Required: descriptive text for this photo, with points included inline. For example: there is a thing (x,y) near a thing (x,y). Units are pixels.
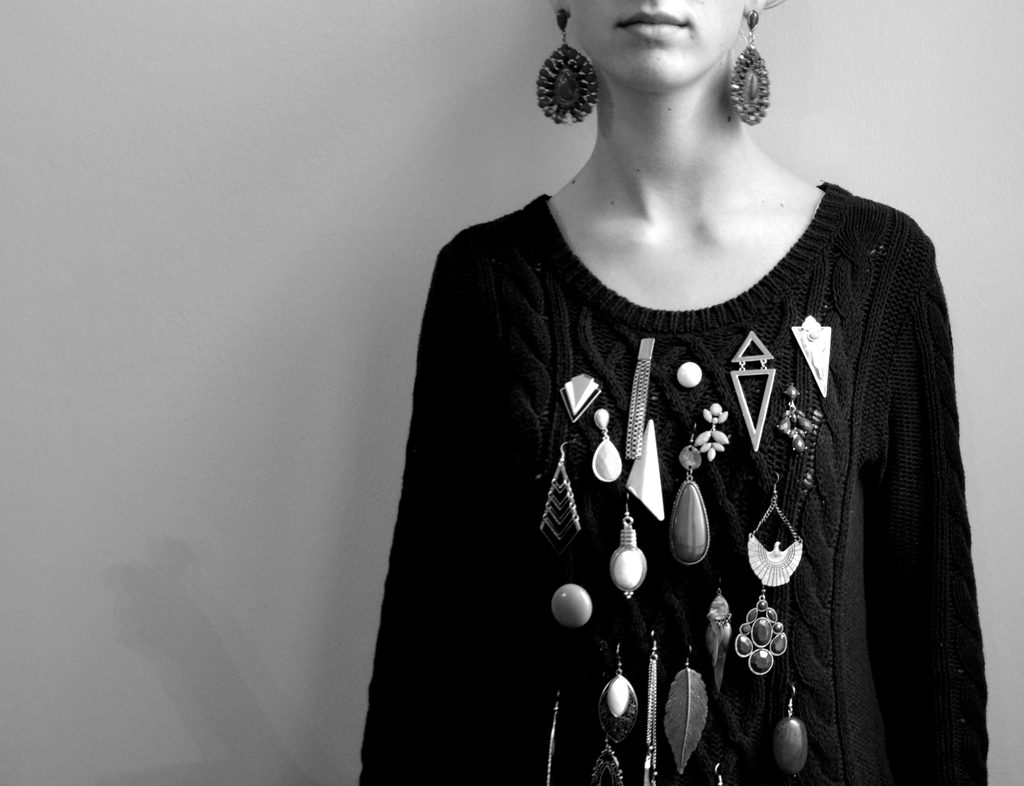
In this image, we can see a human (699,365) wearing earrings (732,76). On her dress (527,370), we can see few earrings (777,736). Background (177,458) there is a wall (241,351).
